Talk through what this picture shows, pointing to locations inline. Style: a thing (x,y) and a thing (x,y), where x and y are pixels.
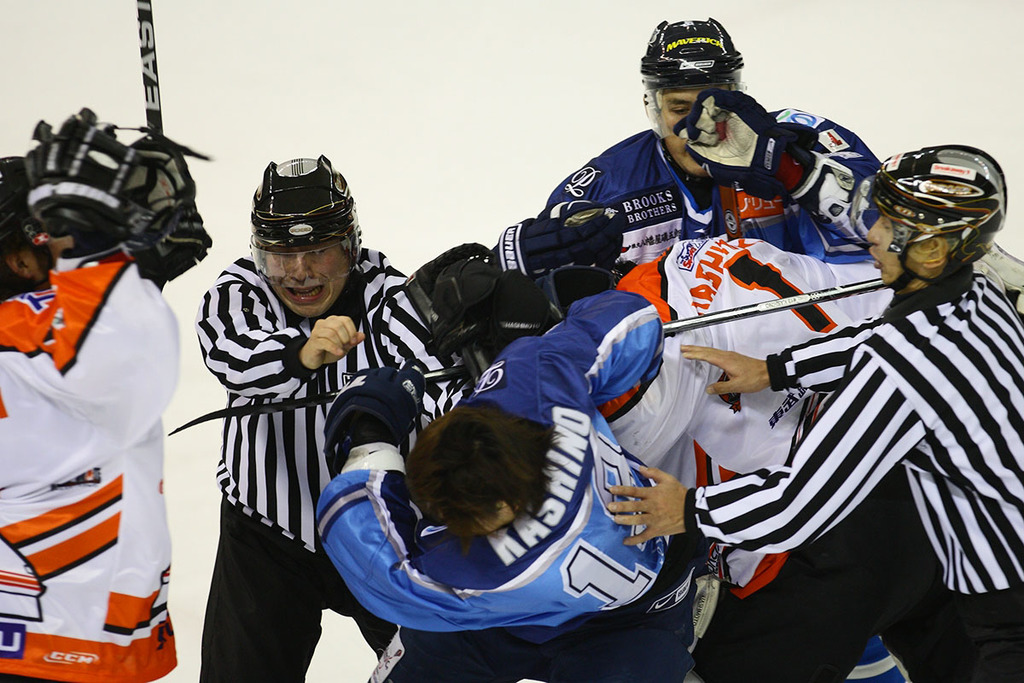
In this image we can see some persons (746,275) wearing the helmets (649,48). We can also see some person (507,423) holding the stick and in the background (519,26), we can see the ice (501,69).
